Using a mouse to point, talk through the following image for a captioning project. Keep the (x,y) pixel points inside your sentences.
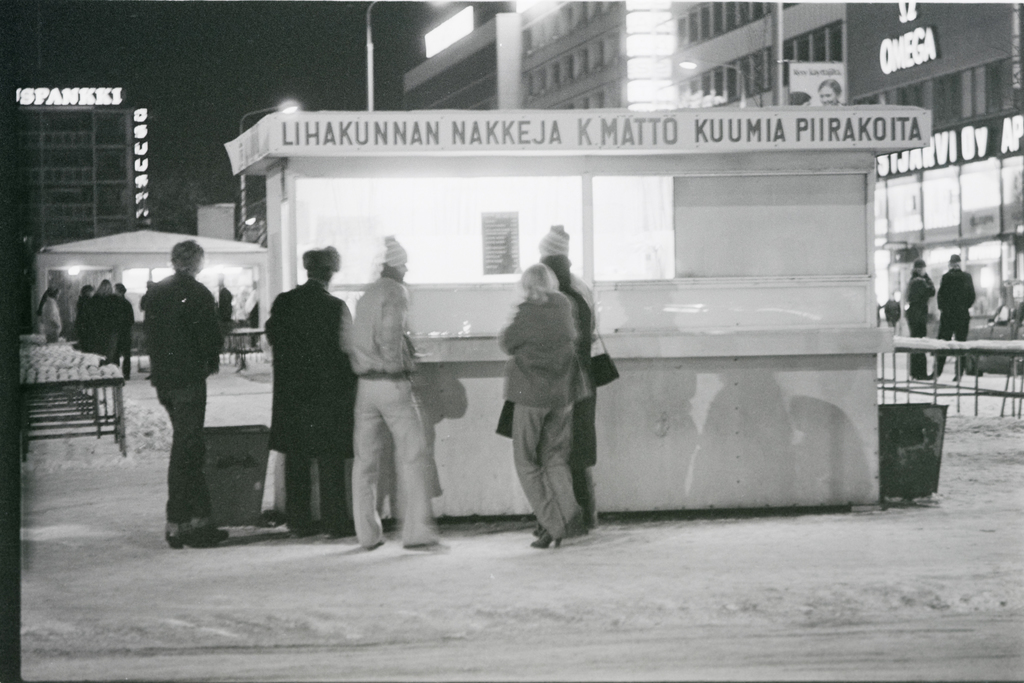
In this image I can see few people (319,282) are standing in the front (283,318) and near them I can see a store (920,138) in the centre (364,243). On the top of the store (561,158) I can see something is written. In the background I can see number of buildings (34,196), few poles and few more people (914,272). On the both side of this image I can see few tables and I can also see something is written on the both side.
